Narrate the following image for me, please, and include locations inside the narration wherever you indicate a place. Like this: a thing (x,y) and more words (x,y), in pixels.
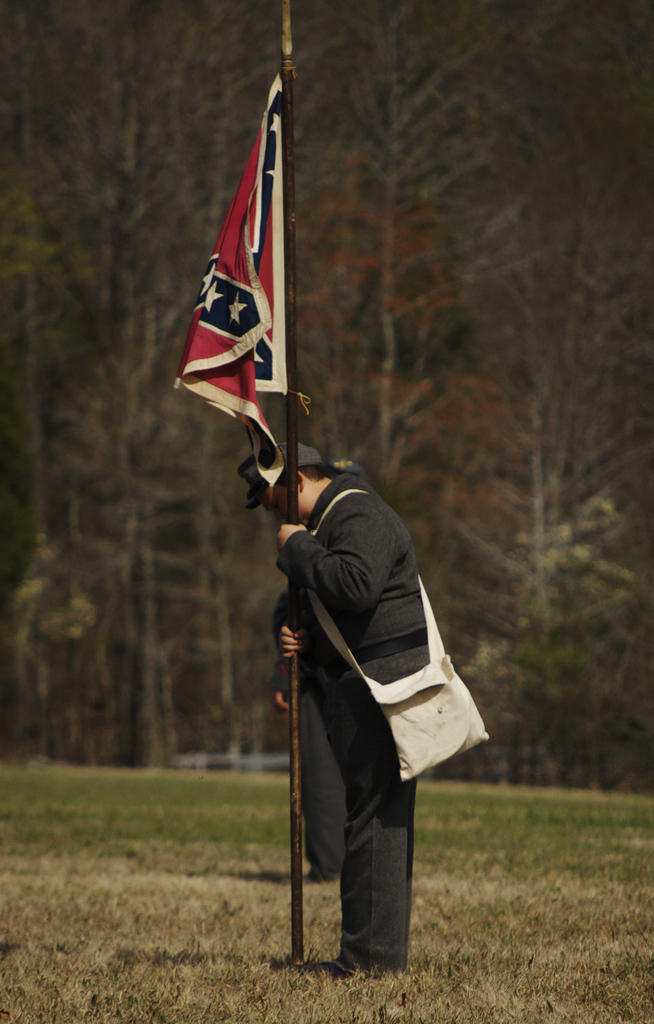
In the center of the image (309,454) we can see a man (363,489) wearing a bag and holding a flag (240,195) and standing on the grass (324,930). In the background (262,553) we can see many trees (262,553). There is also another person (320,796) in this image.
